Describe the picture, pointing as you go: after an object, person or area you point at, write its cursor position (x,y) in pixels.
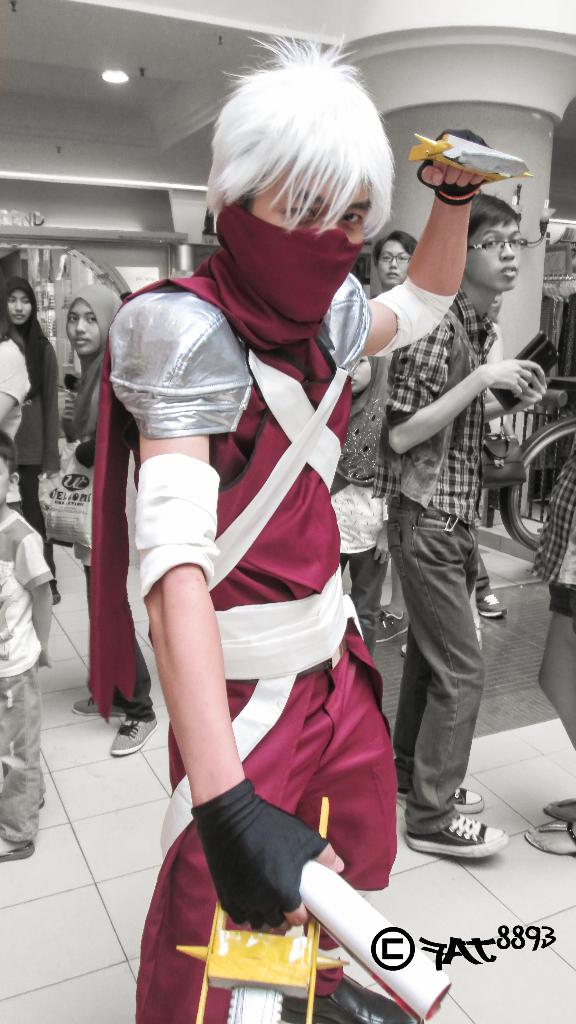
In this image I can see person (306,457) wearing a mask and back side of him I can see few persons (538,381) standing on the floor (528,795) and at the top (475,31) I can see the beam (467,71) and the light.
